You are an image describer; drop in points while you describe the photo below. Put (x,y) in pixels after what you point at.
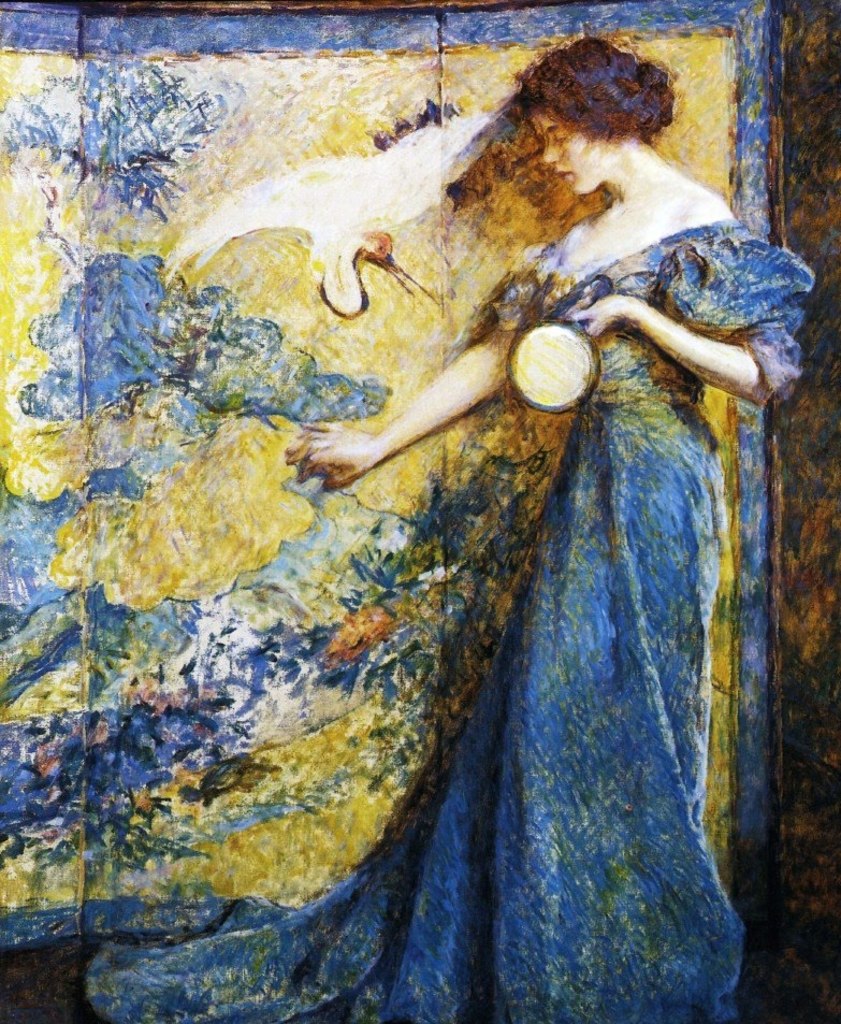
There is a painting (470,852). In which, there is a woman (651,91) holding a mirror (568,339) with one hand (606,312) and touching another painting (275,424) in which, there are plants (201,347) and other objects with other hand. And the background (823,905) is yellow in color.
